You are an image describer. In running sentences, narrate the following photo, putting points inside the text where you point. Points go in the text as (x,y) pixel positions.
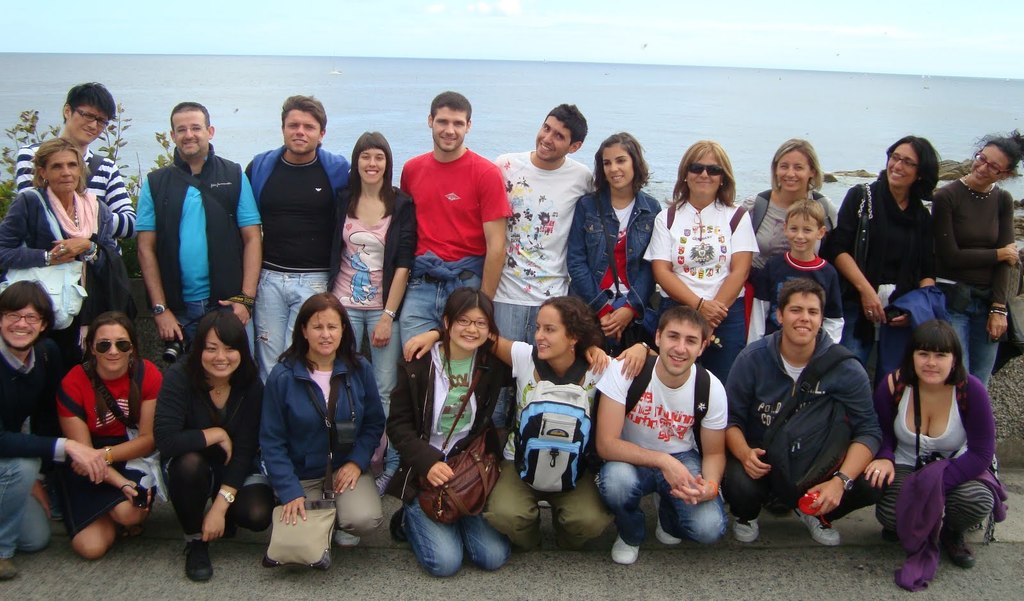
In this image we can see some group of persons (433,276) some are standing and some are crouching down wearing backpacks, carrying bags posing for a photograph and in the background of the image (232,105) there is water (325,61), clear sky (423,32), some plants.
